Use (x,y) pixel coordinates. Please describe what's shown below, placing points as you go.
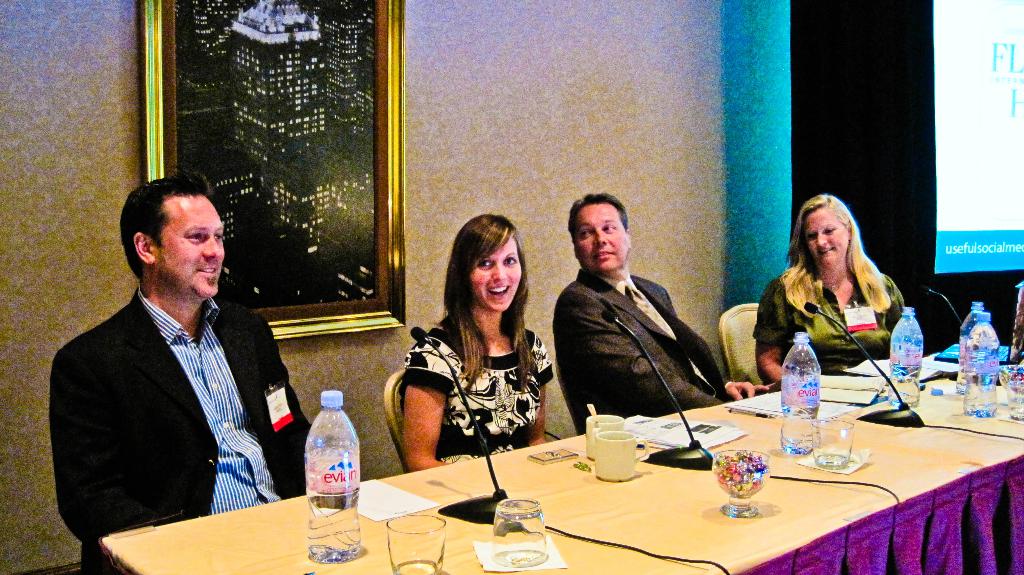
This picture shows a group of people (642,401) seated with a smile (215,273) on their faces (214,295) and we see few water bottles (796,444) and glasses (529,545) and microphone (471,515) on the table (172,555) and we see a frame (254,260) on the wall (482,104).
